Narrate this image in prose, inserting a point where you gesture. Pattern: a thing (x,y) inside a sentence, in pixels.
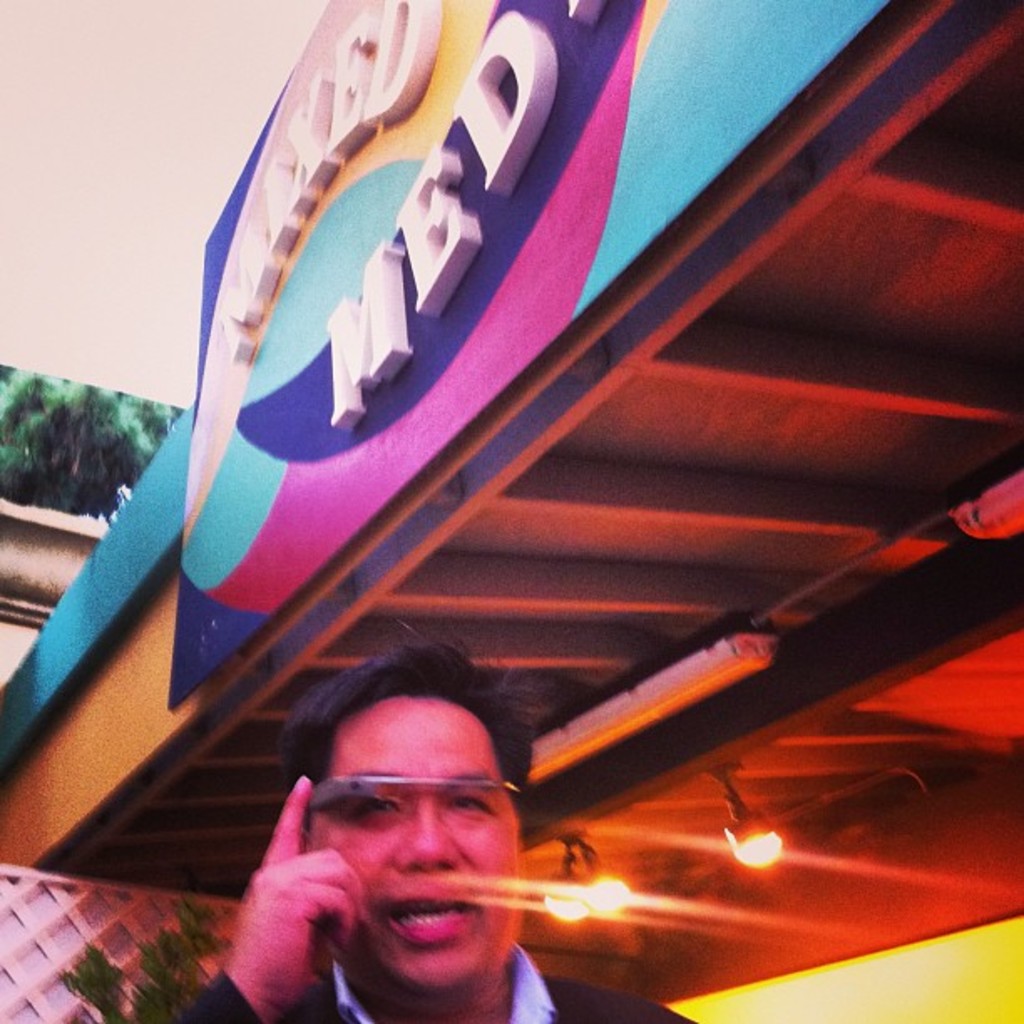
In this image, we can see a hoarding (622,136), roof (577,634) with lights (603,701). At the bottom (369,930), we can see a man (381,912). Background (150,997) we can see plant (175,973), grill (98,930) and wall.
